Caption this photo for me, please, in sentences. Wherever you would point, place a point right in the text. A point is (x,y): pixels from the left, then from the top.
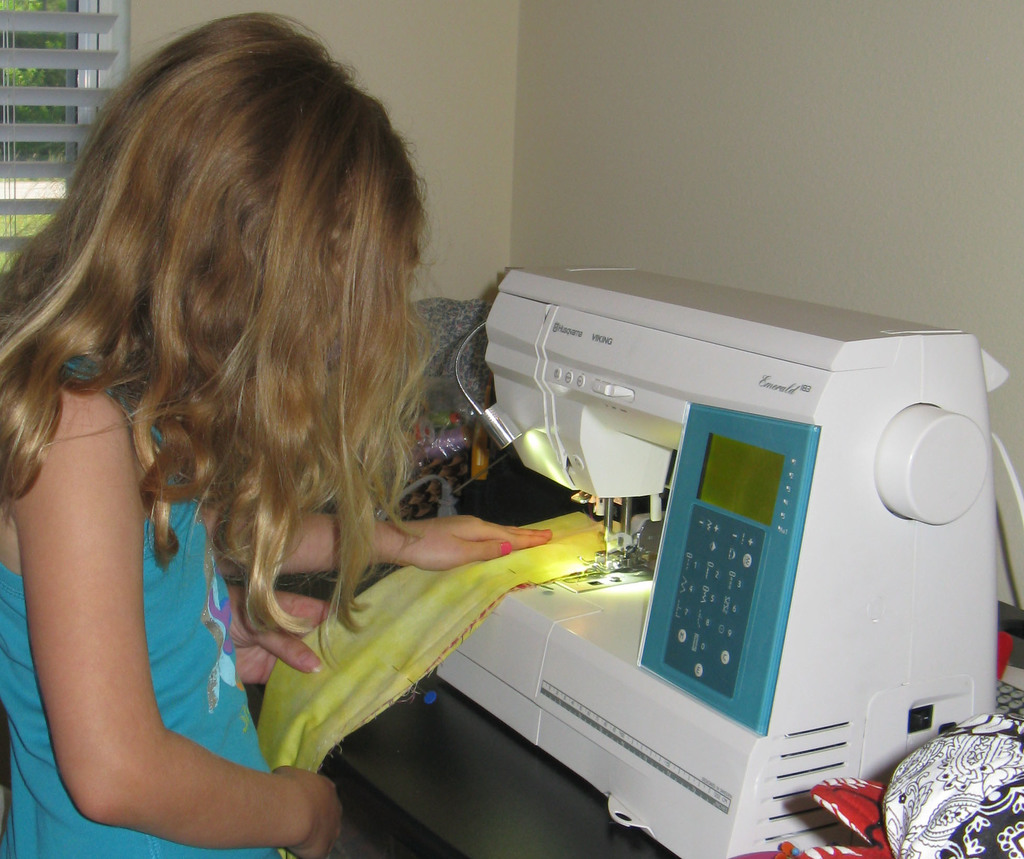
In this image there is a person (420,351) stitching the cloth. Beside her we can see hand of another person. In front of them there is a machine (580,497) and some other objects (847,794) on the table (541,797). In the background of the image (679,208) there is a wall (763,184). There is a window (65,126) through which we can see trees (20,34).
